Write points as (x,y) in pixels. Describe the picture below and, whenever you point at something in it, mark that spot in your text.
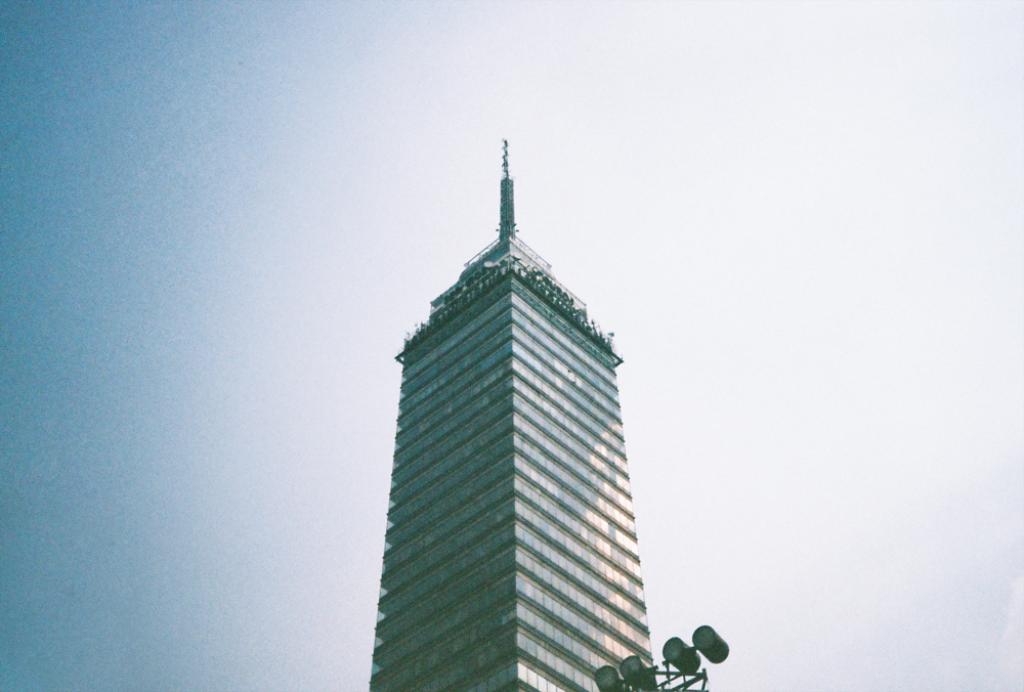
In the foreground of this picture (612,617), there is a skyscraper (540,464), lights (683,668) on the bottom (719,668), sky (577,78) on the top (187,159).
